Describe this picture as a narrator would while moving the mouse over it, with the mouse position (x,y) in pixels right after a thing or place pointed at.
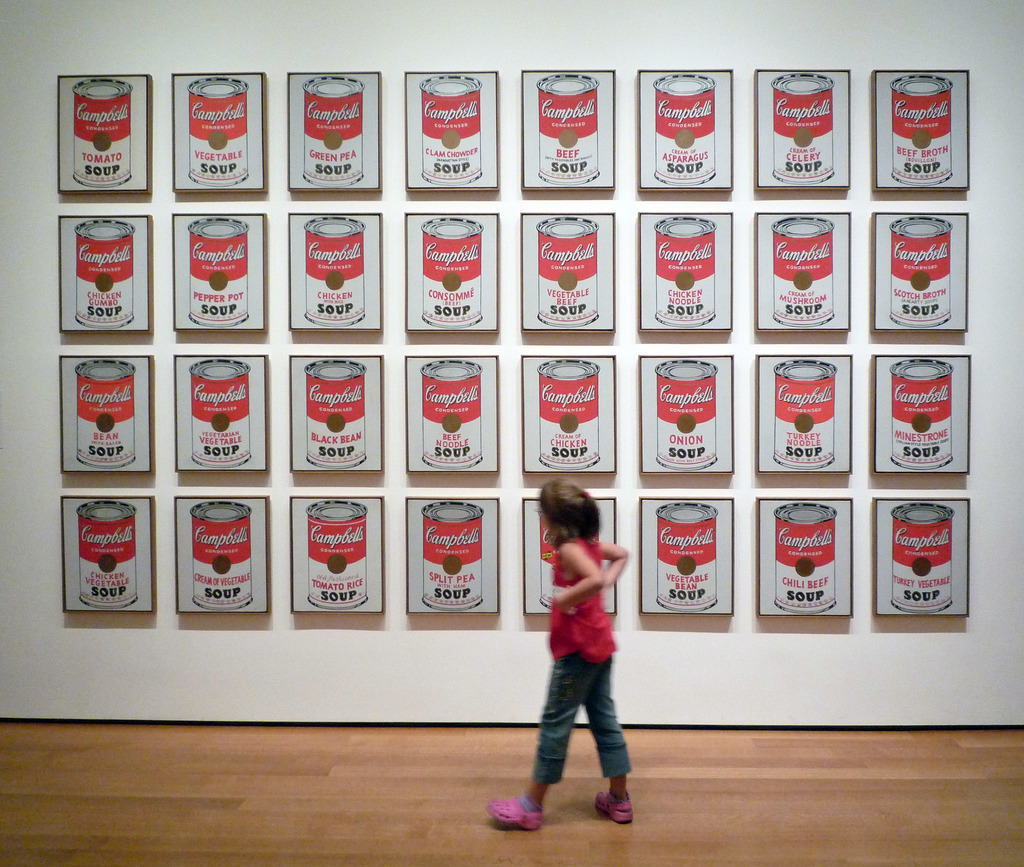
In this picture there is a girl (543,773) on the floor (504,748). In the background of the image (375,130) we can see boards (583,126) on the wall (394,298).
